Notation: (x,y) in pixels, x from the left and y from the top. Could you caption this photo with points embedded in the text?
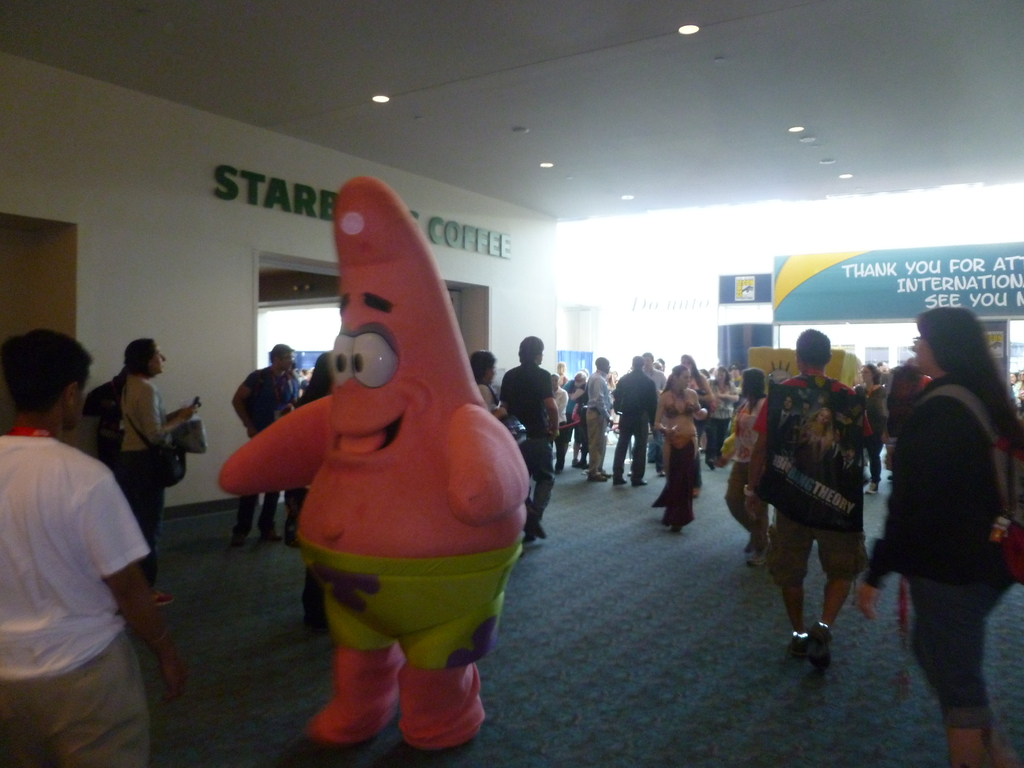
In this image, we can see a starfish mascot (350,545) and in the background (636,392), there are people (807,409) and there are banners (816,305). At the top (382,98), we can see lights (548,163).
